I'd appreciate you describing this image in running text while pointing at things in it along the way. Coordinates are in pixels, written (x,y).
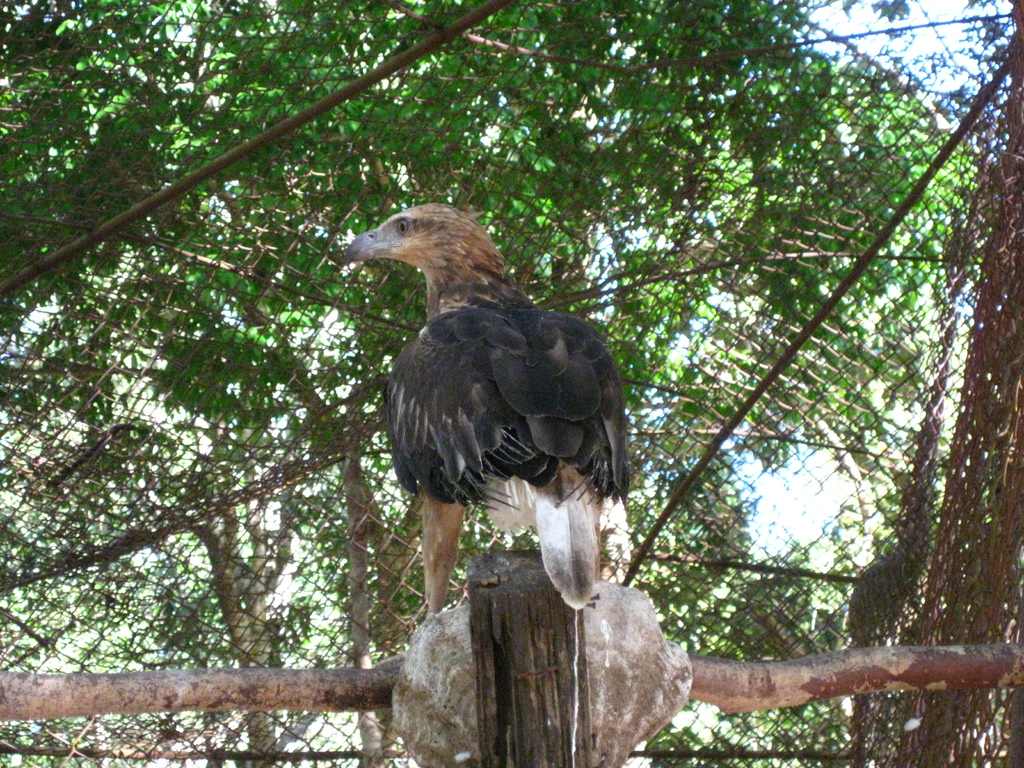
In this image we can see a bird (442,222) standing on the wooden rod (155,684) and in the background (393,98) we have trees (281,148).
